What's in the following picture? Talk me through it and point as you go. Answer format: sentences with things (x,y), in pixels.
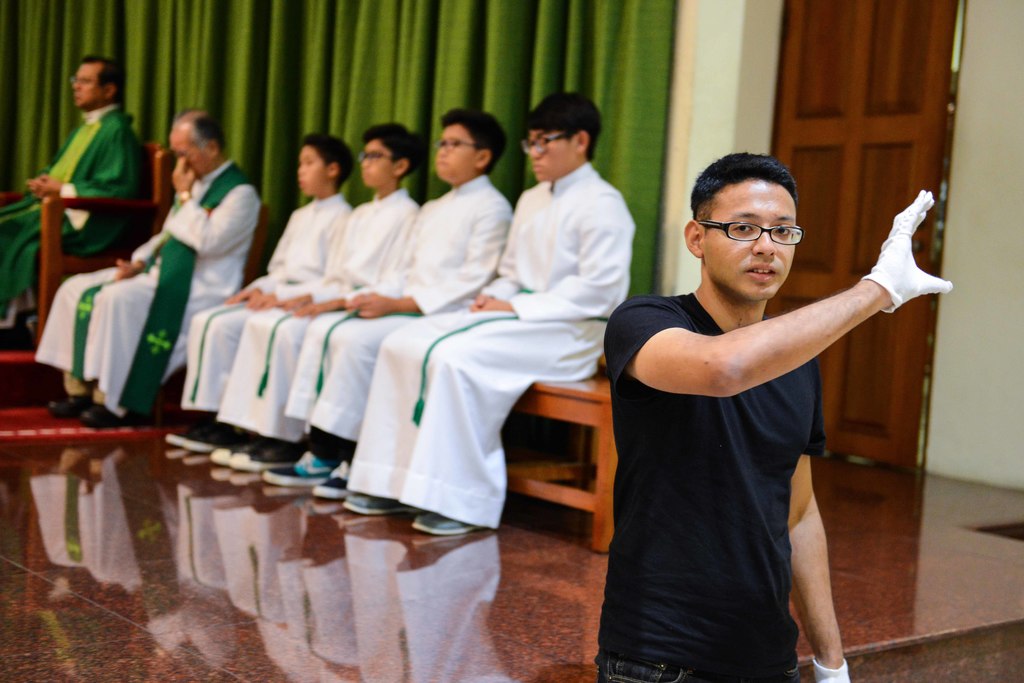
In this picture I can see a man (648,617) standing, there are group of people (240,275) sitting on the chairs (151,172) and on the bench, and in the background (19,80) there is a door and a curtain (474,3).
